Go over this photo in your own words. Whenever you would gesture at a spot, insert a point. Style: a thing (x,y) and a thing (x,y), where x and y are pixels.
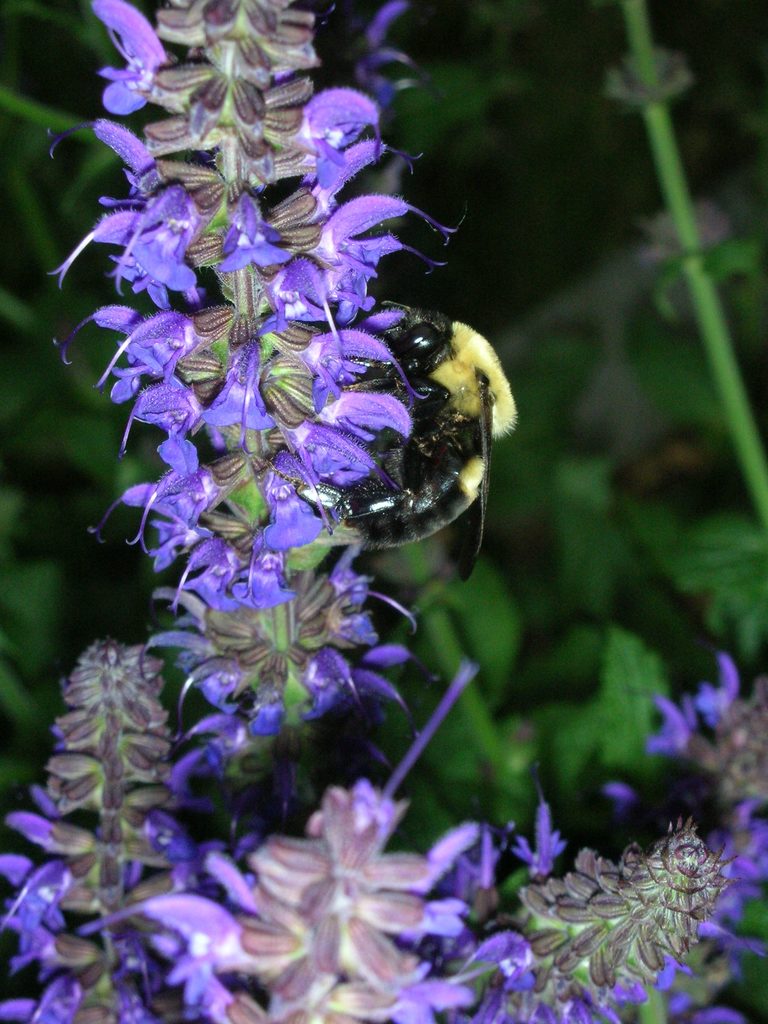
In this image there are flowers (195,514), there is an insect (447,428) on the flower (228,443), at the background of the image (563,609) there are plants (56,383).
